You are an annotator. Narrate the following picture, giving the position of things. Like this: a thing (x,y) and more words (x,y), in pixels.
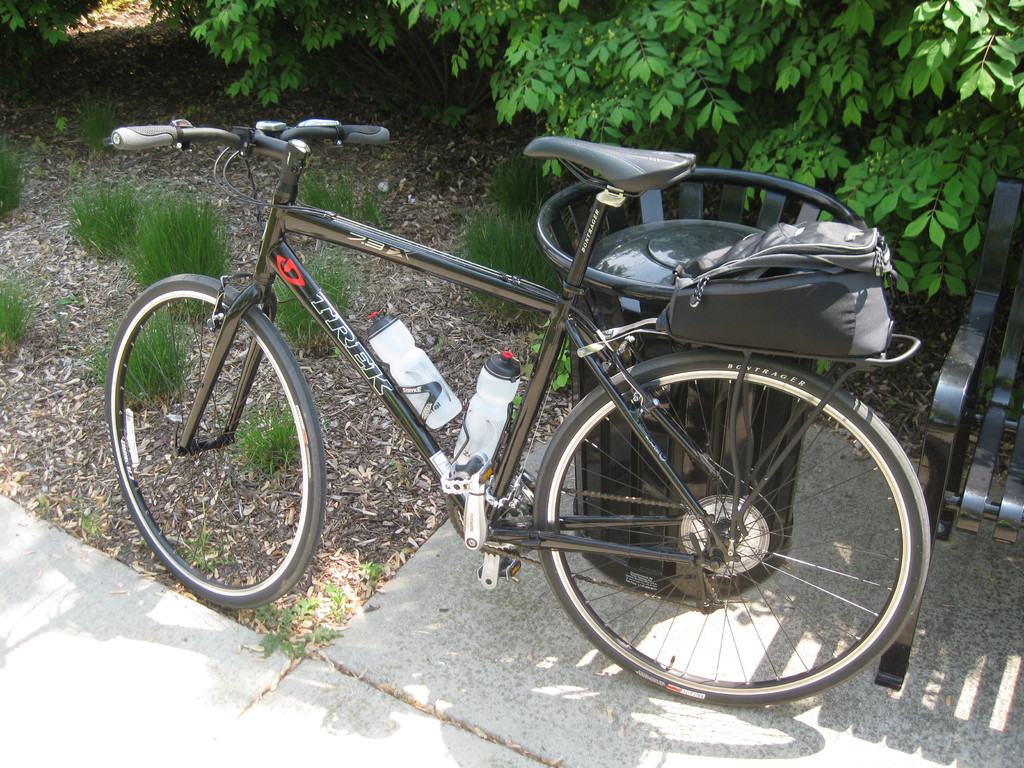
In the middle of this image (505,405), there is a bicycle (235,151) parked near a footpath (501,620), on which there is a bench (967,364) and dust bin (688,205). In the background (384,38), there are trees (729,84) and grass (158,221) on the ground (189,173).
